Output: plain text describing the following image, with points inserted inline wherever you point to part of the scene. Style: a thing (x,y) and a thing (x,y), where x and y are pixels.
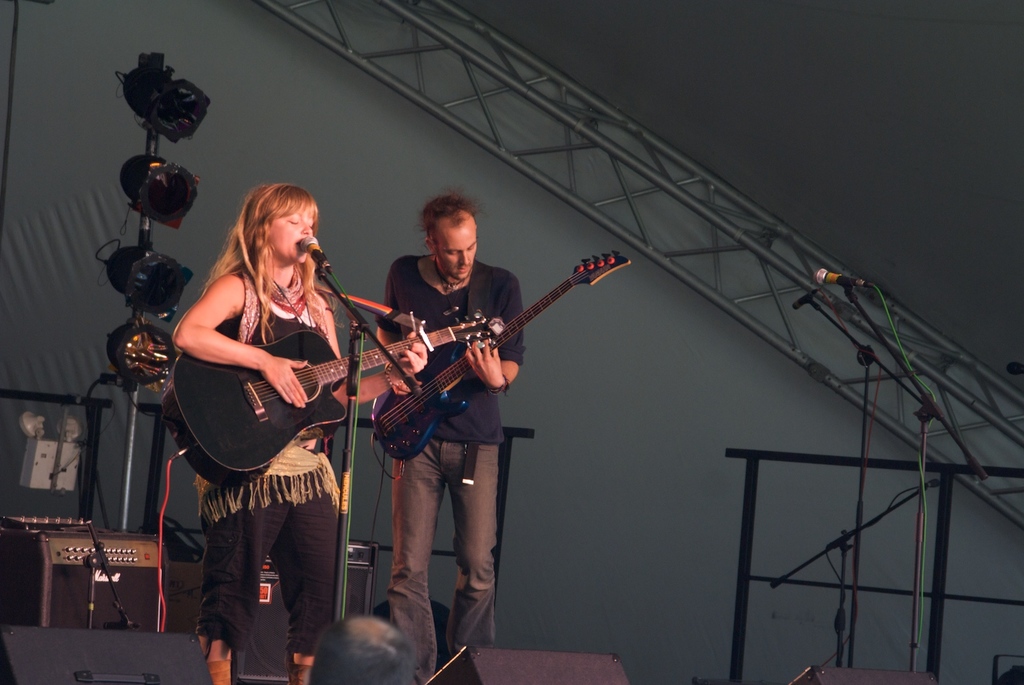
In this image i can see a woman (308,536) and a man (471,389) holding guitars (330,396) and i can see microphone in front of a woman (294,396). In the background (382,213) i can see a wall (344,156), metal rods (582,136) and few lights (192,106).
